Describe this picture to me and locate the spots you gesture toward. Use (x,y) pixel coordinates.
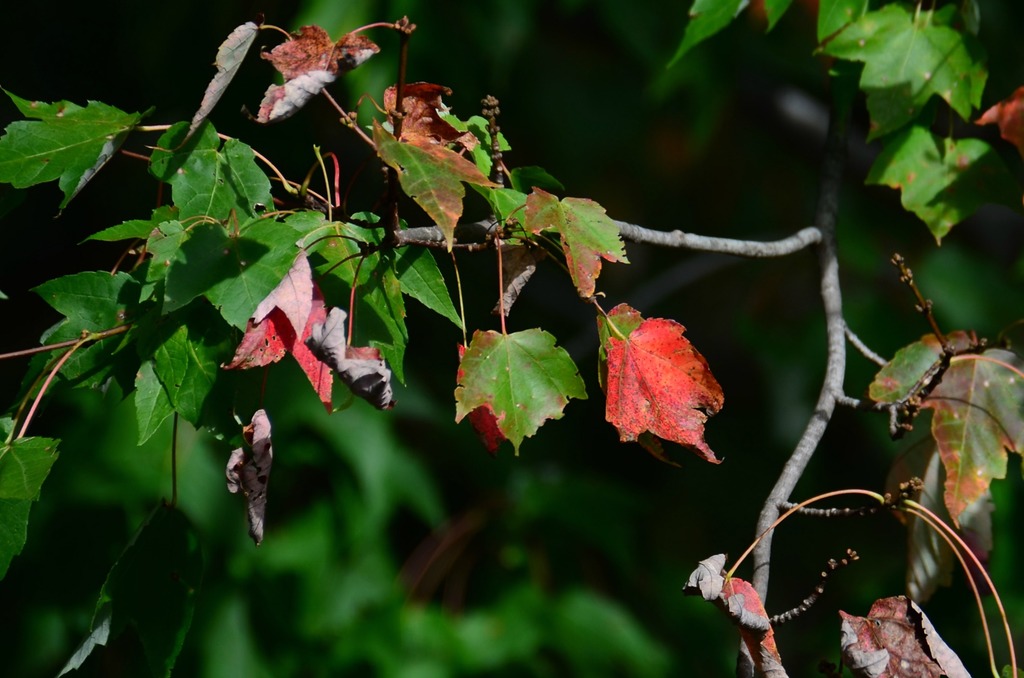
In this image we can see the stem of a plant (530,381) with some leaves (546,411).
